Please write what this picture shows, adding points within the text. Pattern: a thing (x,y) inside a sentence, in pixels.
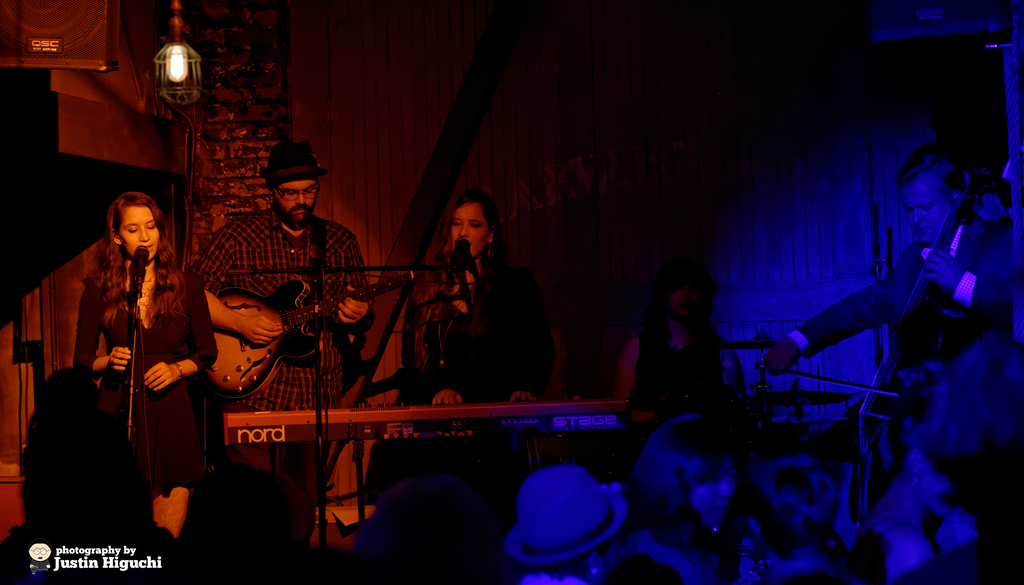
Bottom of the image (680,449) few people (116,495) are standing. Bottom right side of the image (883,434) a man (957,170) is standing and playing string instrument (958,215). Beside him there is a person (629,386) sitting and playing drums (838,399). In the middle of the image (415,371) a woman (478,193) is standing and singing and playing piano (302,415). Bottom left side of the image (163,411) a woman (173,351) is standing and singing on the microphone (142,249). Beside her a man (218,262) is standing and playing guitar (325,315). Behind them there is a wall (212,77). Top left side of the image (199,64) there is a light (169,73).
